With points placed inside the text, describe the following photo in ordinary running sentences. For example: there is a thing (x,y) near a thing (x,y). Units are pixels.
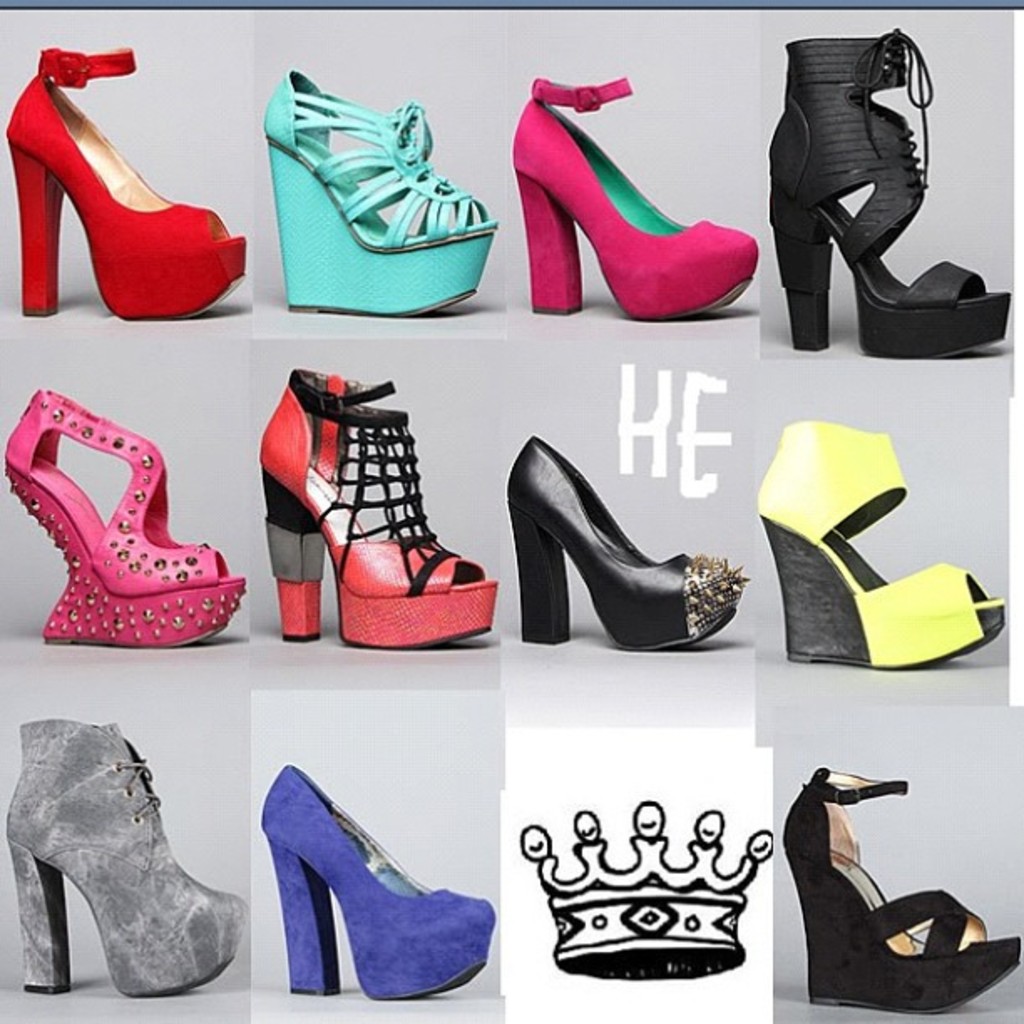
In this picture we can see a different models of sandals (425,975) and an image of a crown (556,965) is visible.
